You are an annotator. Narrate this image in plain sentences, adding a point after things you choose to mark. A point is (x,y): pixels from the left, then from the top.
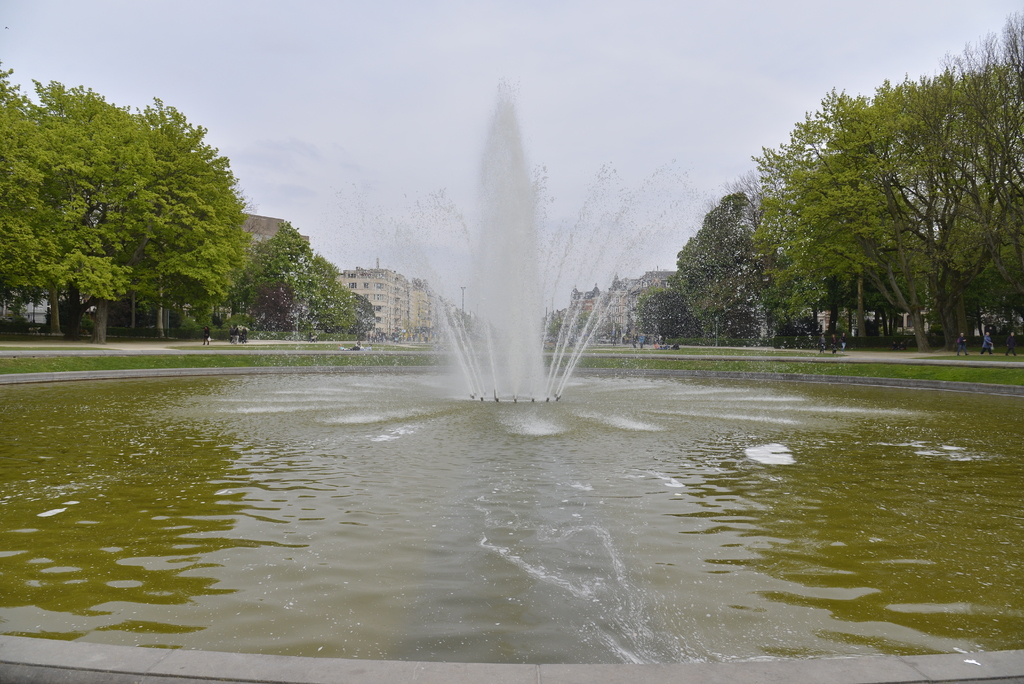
In this picture I can see the water (612,508) and fountain (519,368). In the background (840,240) I can see many buildings (394,293), trees (251,299), plants (277,320) and grass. On the right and left side I can see some people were walking. At the top (437,67) I can see the sky (366,56) and clouds (326,56).
